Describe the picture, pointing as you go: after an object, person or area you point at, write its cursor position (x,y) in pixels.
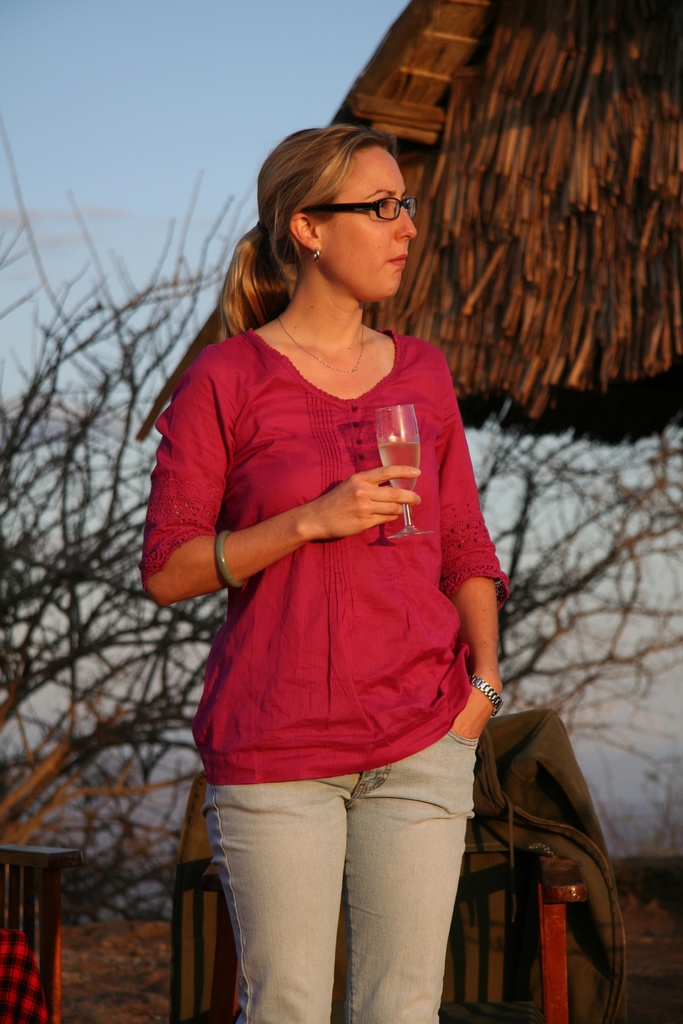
A girl (288,594) wearing a bangle (223,548), watch (482,681), specs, a red dress (253,444) is holding a glass (402,456). There are some chairs (215,906). On the chairs (218,940) there is a jacket (551,763). In the background (160,632) there is a tree (169,652) and sky (148,104).
